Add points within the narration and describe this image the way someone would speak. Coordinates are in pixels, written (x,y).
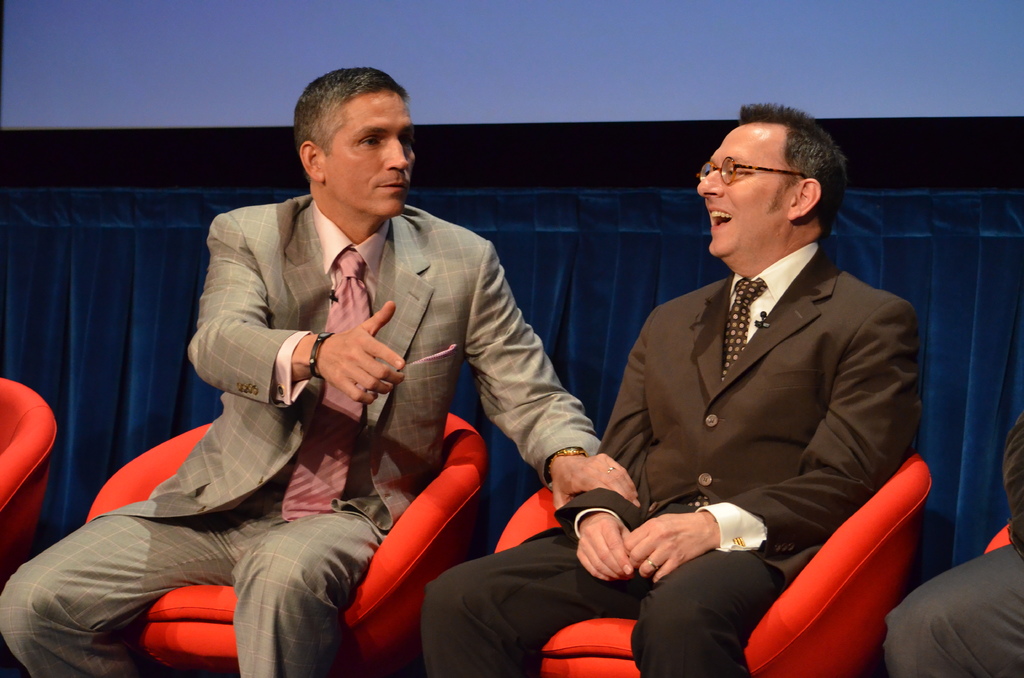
In this picture I can see 2 men (374,354) in front (304,545) who are sitting and I see that both of them are wearing formal dress (403,463) and the man (738,281) on the right (783,253) is smiling. I can also see a person (931,637) on the right bottom of this picture (926,606). In the background (66,368) I can see the blue color cloth (116,303) and on the top of this picture (517,73) I can see the white and black color thing (599,91). On the left side of this picture (8,467) I can see an empty chair (43,444).
